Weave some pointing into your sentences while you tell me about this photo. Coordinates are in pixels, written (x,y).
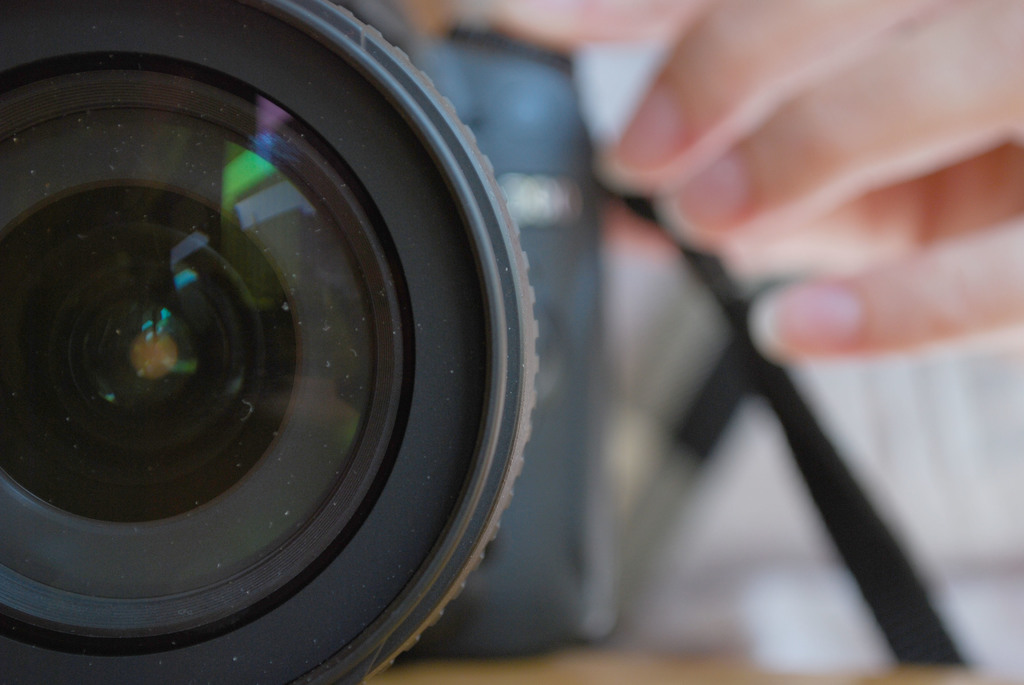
In this image, I can see a camera (504,471). In the background (737,29), there are fingers (754,150) of a person (943,203).
